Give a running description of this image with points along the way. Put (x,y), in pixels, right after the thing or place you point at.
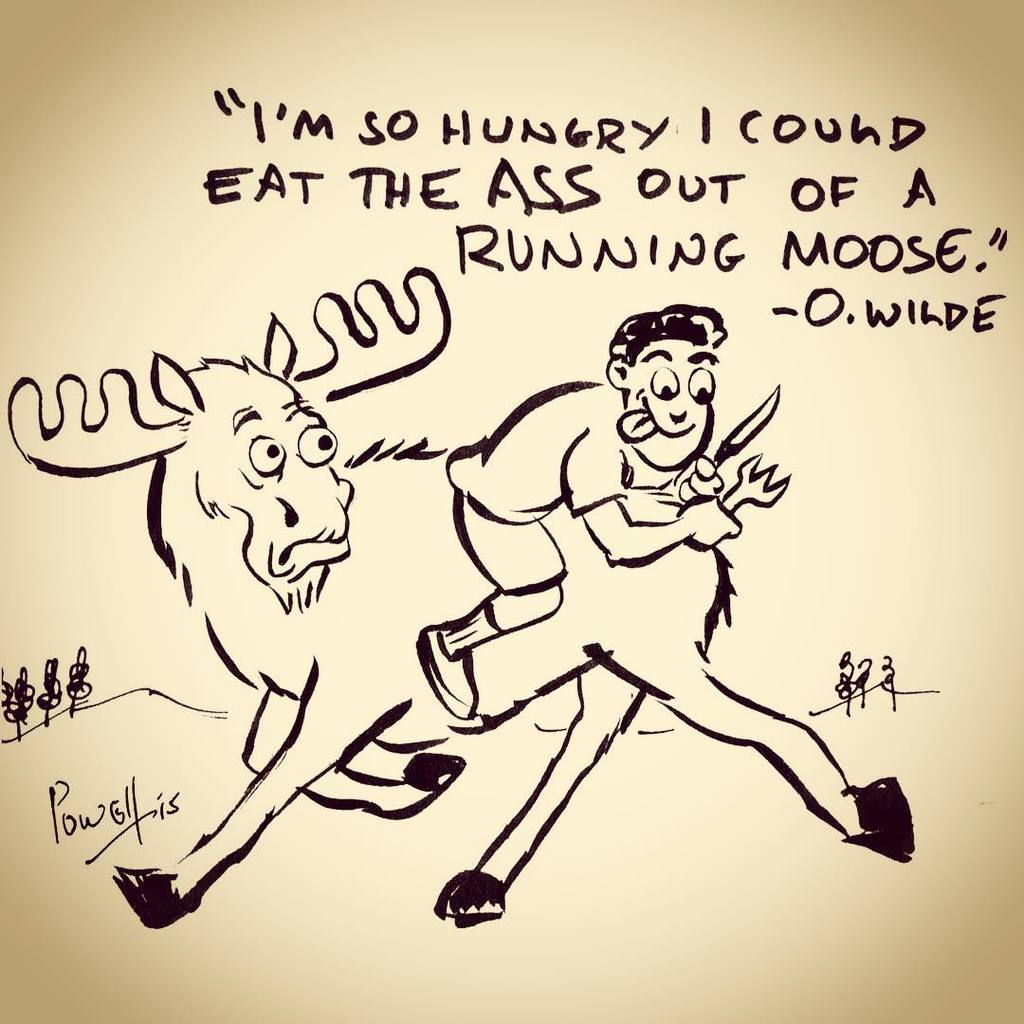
In this image we can see drawing of a moose (572,565) and man (493,561) with some text (458,240) written on it.
